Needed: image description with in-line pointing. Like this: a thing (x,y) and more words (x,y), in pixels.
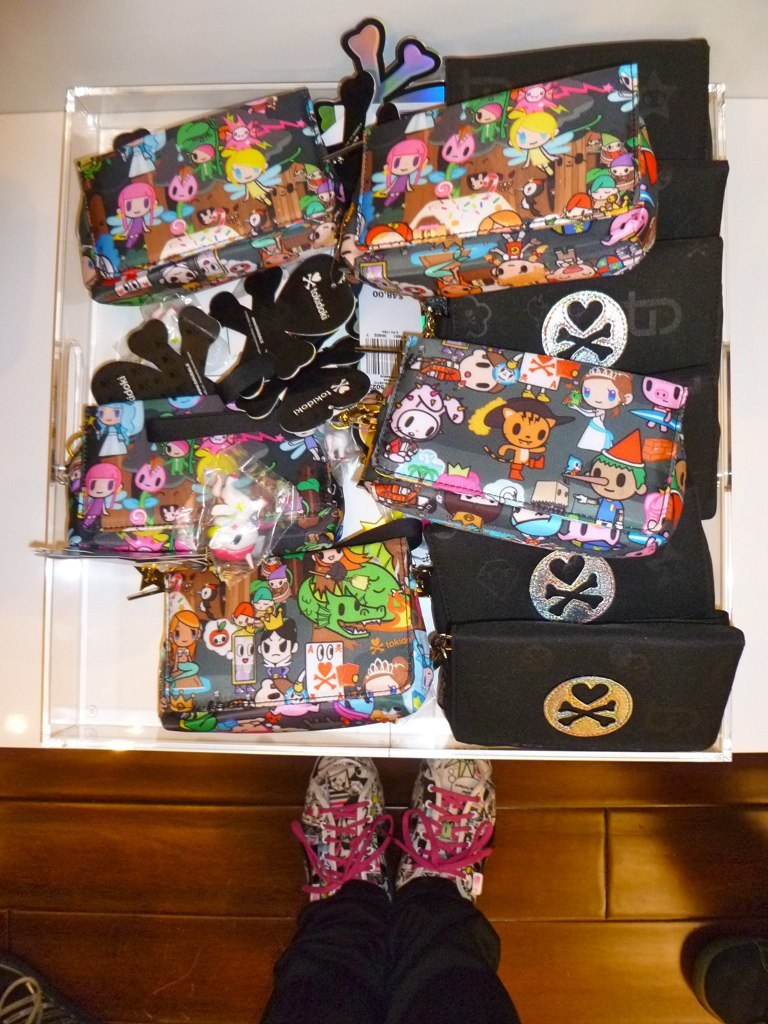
In this picture we can able to see few wallets (225,436). Some wallets (240,168) are in cartoon design and some wallets (709,497) are in black color. There is a wood floor (171,867). A man leg (337,921) with a shoe (374,786). The shoes (383,839) are in white color and pink lace (359,807). The wallets (524,723) are kept in a container (103,696).
